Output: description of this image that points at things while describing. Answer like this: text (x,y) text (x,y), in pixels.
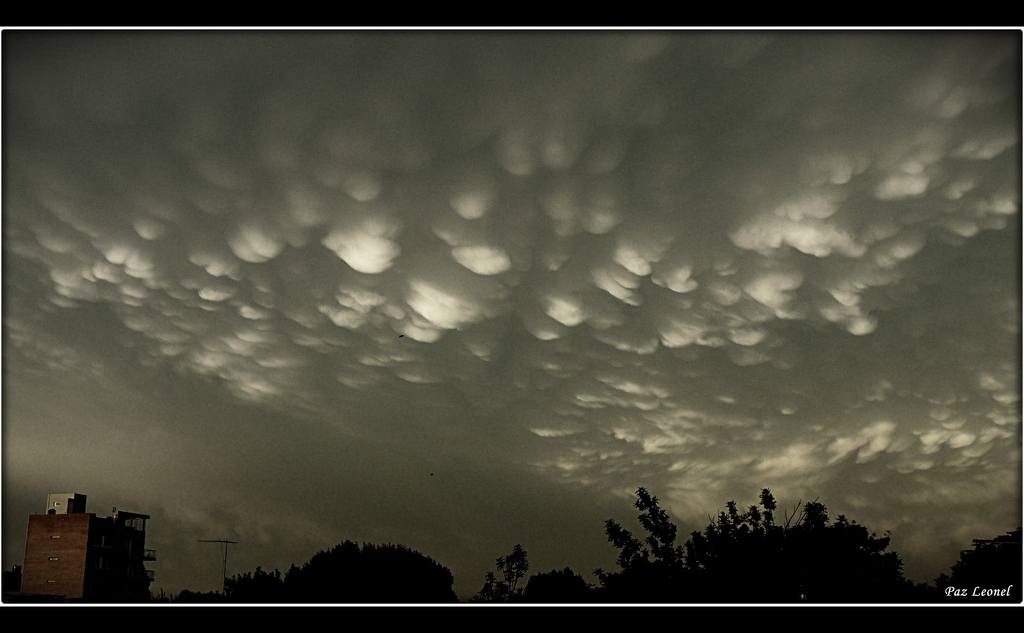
In this image I can see many trees (674,562). To the left (72,595) I can see the building (97,538). In the back (567,385) there are clouds (522,337) and the sky (483,414).
